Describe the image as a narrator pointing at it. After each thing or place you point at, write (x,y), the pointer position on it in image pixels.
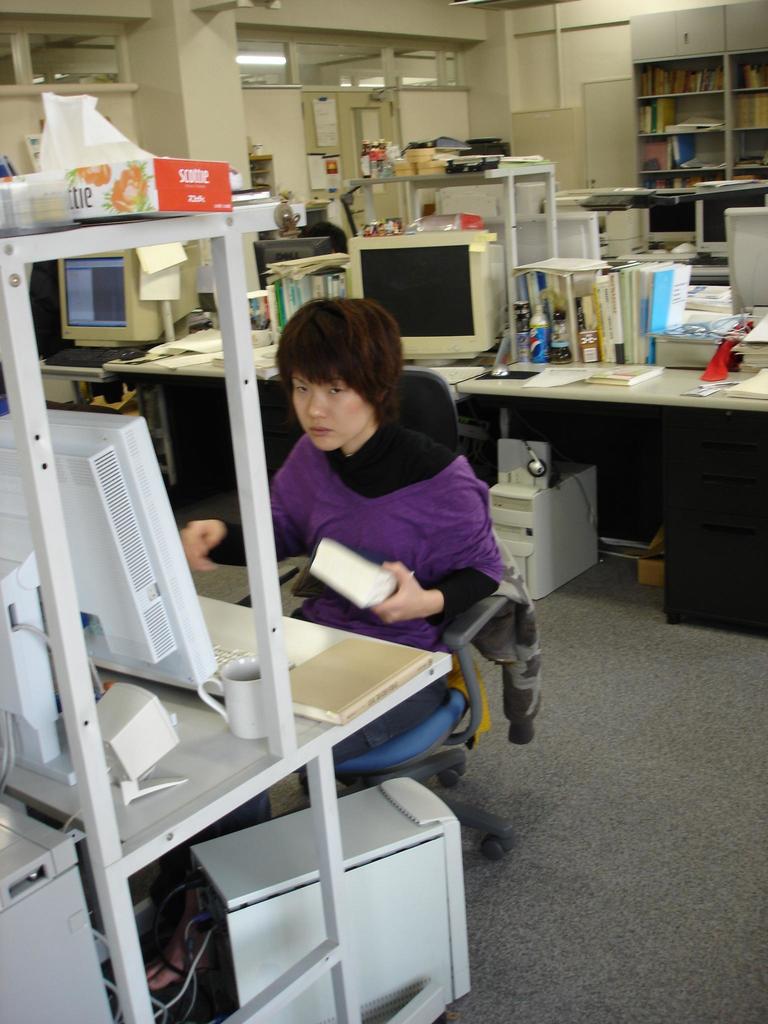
In this image I can see a person (391,509). I can see the computers (435,293) and some other objects (647,332) on the desk (638,399). At the top (276,64) I can see the light (255,58).
